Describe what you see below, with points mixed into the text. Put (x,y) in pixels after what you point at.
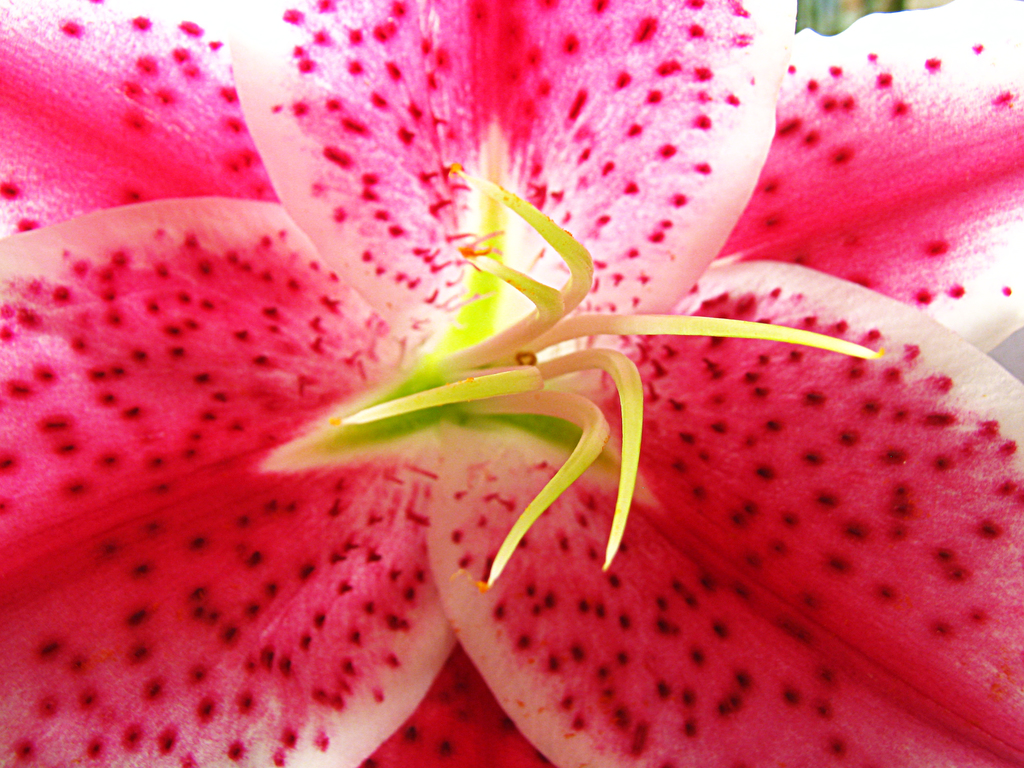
In this image we can see a pink color flower (463,684) and a green color object (495,389) there.
